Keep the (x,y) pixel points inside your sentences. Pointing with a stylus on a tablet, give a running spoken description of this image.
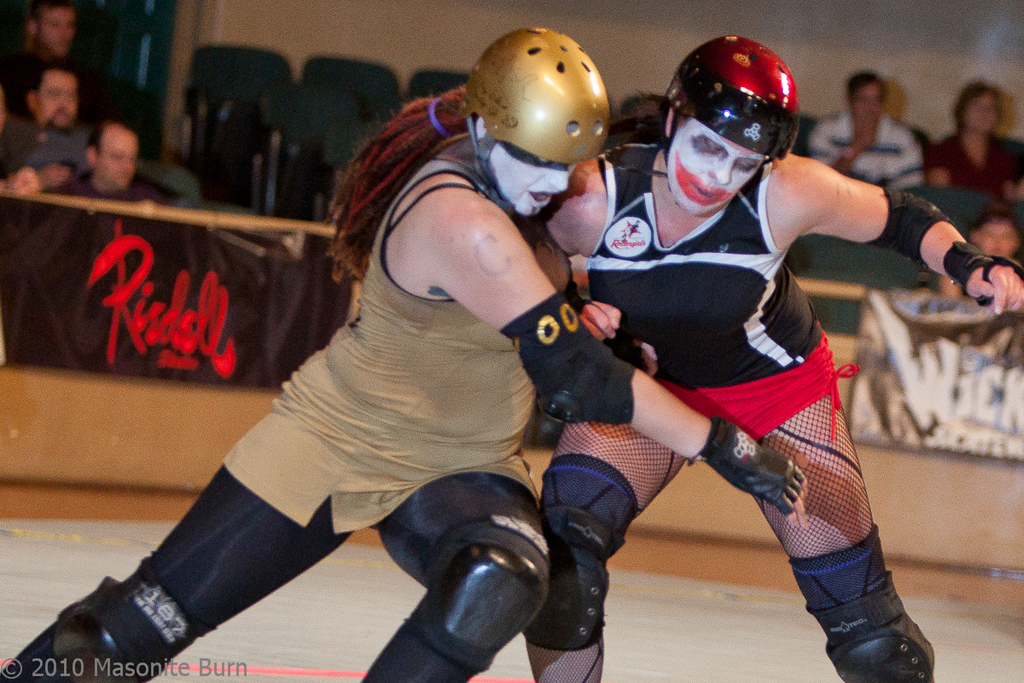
There are two women (521,210) in different color dresses (742,331) fighting with each other on a rink (309,638). In the left bottom corner (199,661), there is a watermark (208,661). In the background (122,280), there are banners (863,324) attached to the railing (96,208) and there is wall (660,34).
